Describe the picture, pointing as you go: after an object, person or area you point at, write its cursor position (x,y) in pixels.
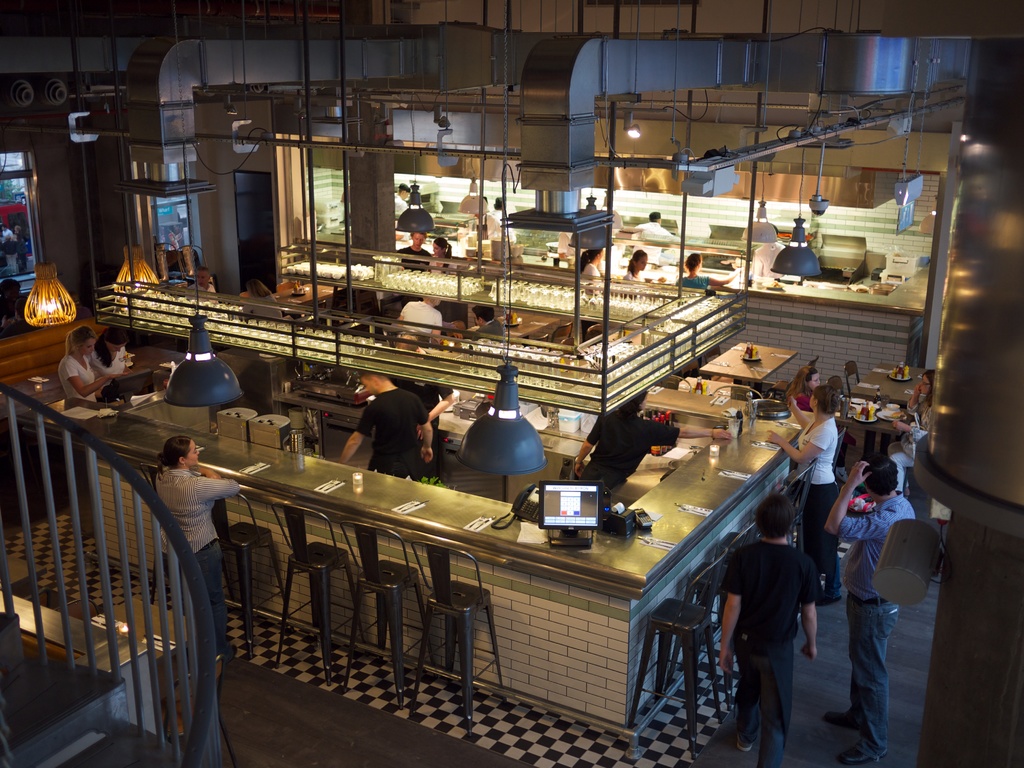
In this image there are people (800,605). Image consists of chairs (328,617), lights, papers (650,545) and tables (776,357) with chairs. On the left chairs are visible. At the bottom (464,712), floor (525,742) is present. Image also consists of telephone (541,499), monitor (601,517) and some containers (287,437). Lights (513,412) are hanged from the ceiling (505,4).
